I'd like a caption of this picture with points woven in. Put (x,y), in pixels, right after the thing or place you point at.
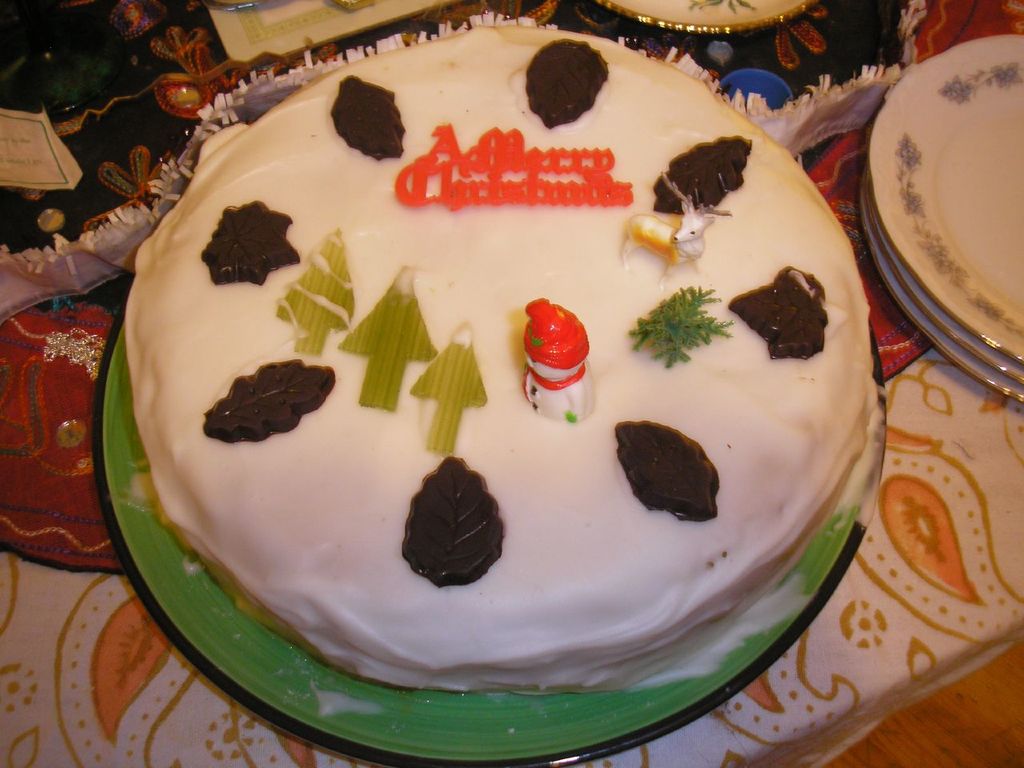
In this image there is a table (14,556), on which there are some plates (157,545), top of plate (140,463) there is a cake (306,221), some other objects (31,80) kept on table (10,90).
